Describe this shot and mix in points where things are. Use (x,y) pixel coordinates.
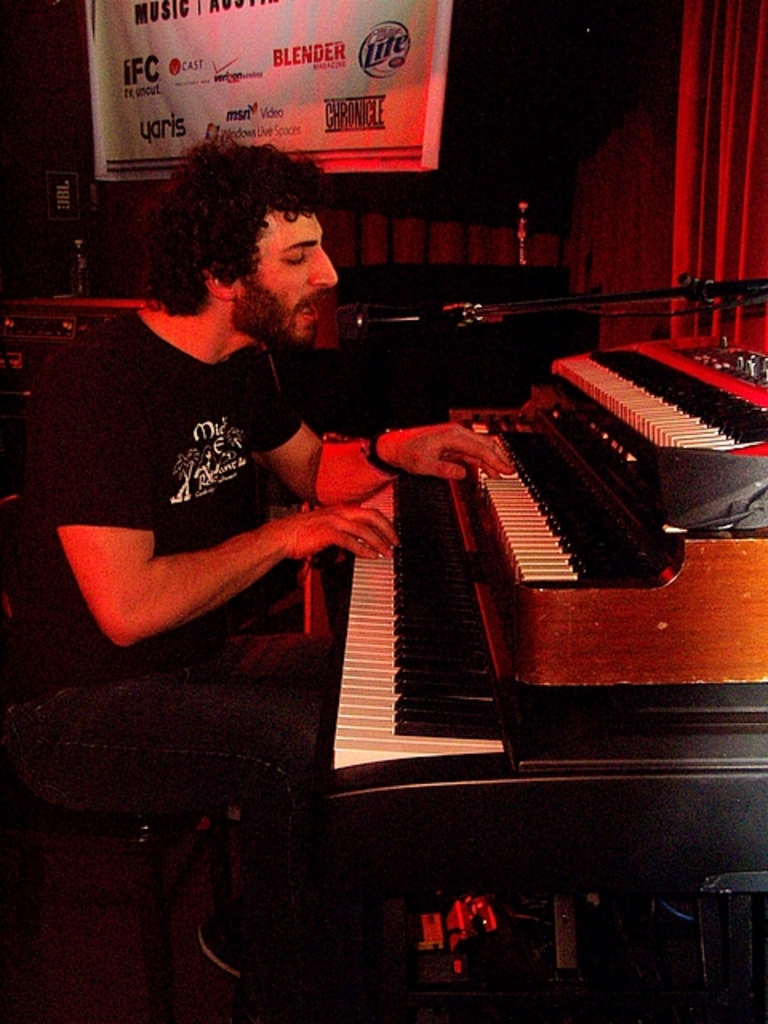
In this picture there is a man (159,534) sitting in the chair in front of a piano (464,511) and playing it. In the background (393,121) there is a poster (304,71) and wall (503,139) here.
